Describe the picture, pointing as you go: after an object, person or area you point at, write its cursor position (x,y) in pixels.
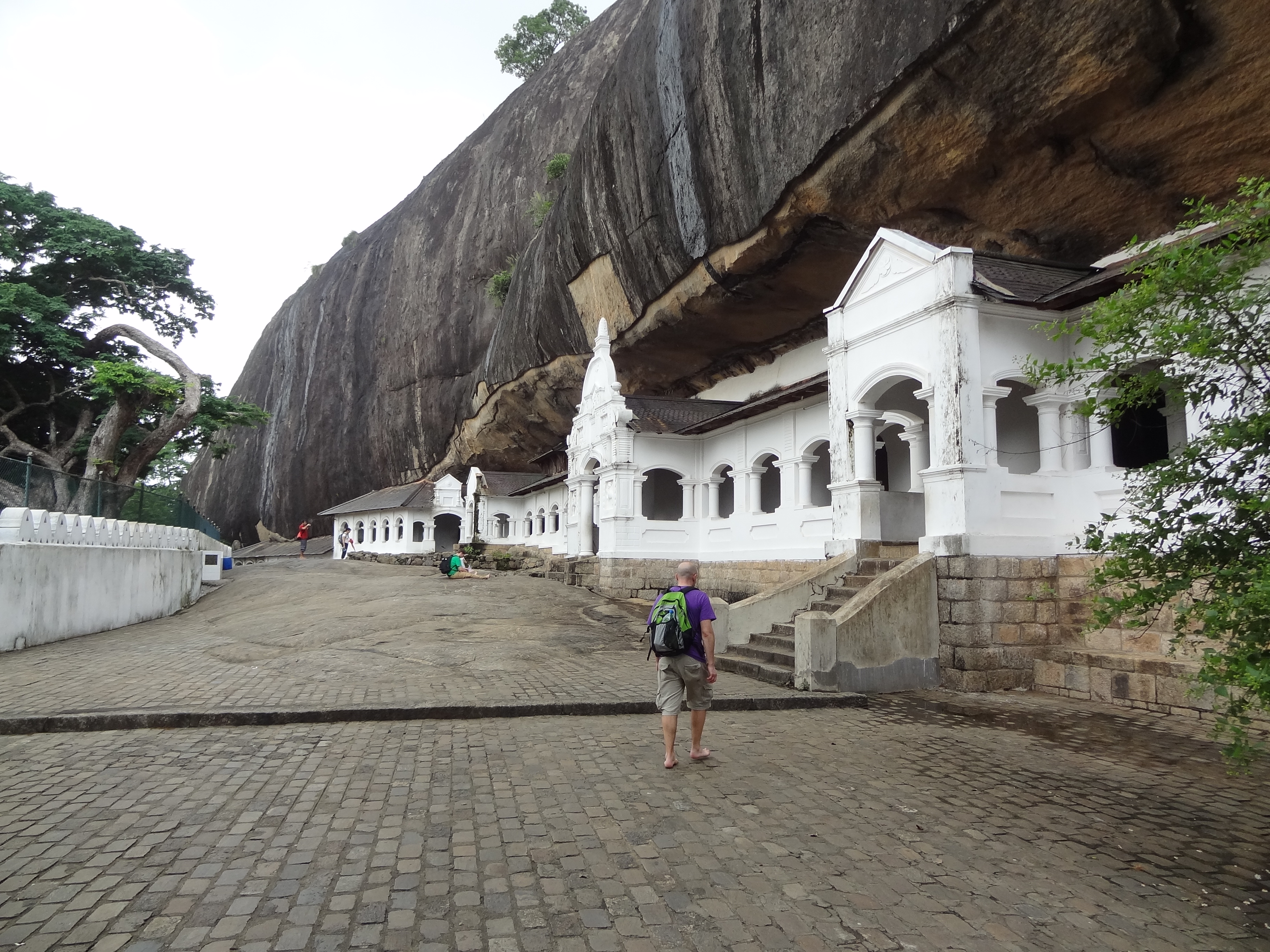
In the foreground of the picture (698,671) there is a person (685,651) walking. On the right (1204,347) there is a plant (1203,552). In the center of the picture (617,491) there are temples (737,452), staircase (807,631), tree (168,278) and a rock (536,147). In the center of the background there are people (346,551).
